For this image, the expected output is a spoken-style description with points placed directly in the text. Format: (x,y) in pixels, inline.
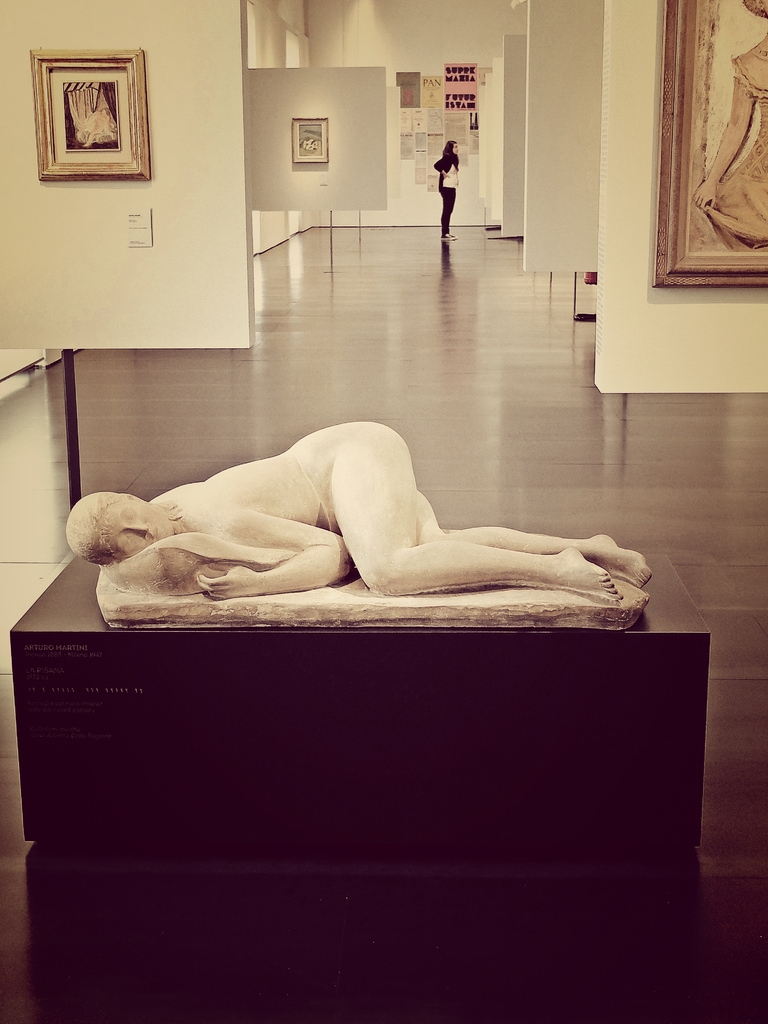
In this image I can see a statue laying on some object (583,728), background (429,194) I can see a person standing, few frames (57,139) attach to the wall (381,216) and the wall (224,246) is in white color.
